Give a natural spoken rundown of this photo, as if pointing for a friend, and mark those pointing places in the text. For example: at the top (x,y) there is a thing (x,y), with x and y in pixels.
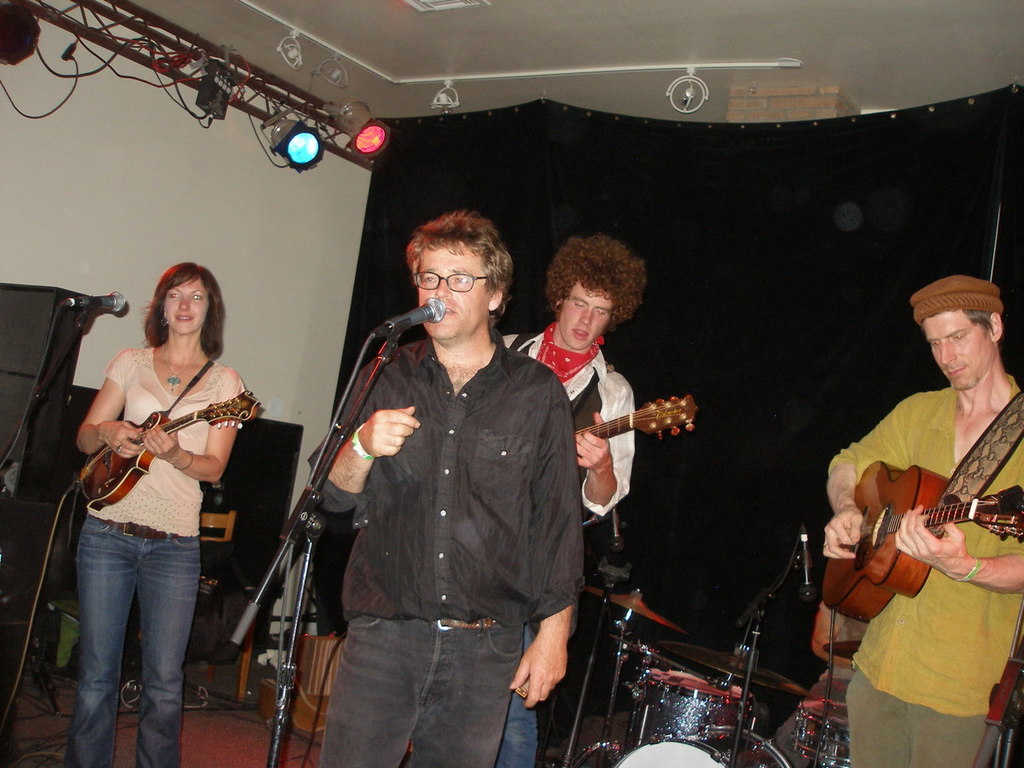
In this image, three people (922,460) are playing a musical instrument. The center person (449,419) is stand in-front of microphone (436,312), he is singing. And background (756,279), we can see black cloth (644,218), wall (286,207), lights (295,128), rods (259,119), wires (179,101) and here some boxes (18,641).
